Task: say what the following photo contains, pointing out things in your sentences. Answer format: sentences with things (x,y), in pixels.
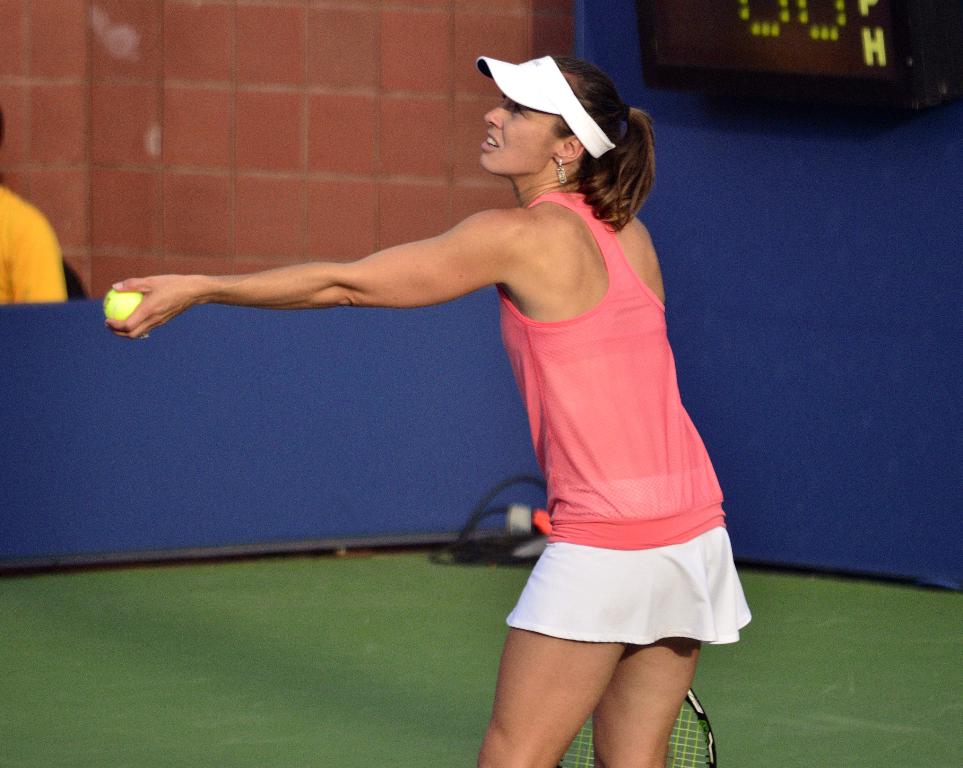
The women (623,407) wearing pink dress (615,394) is holding a tennis racket (684,721) and ball (132,297) in her hand (164,311).
